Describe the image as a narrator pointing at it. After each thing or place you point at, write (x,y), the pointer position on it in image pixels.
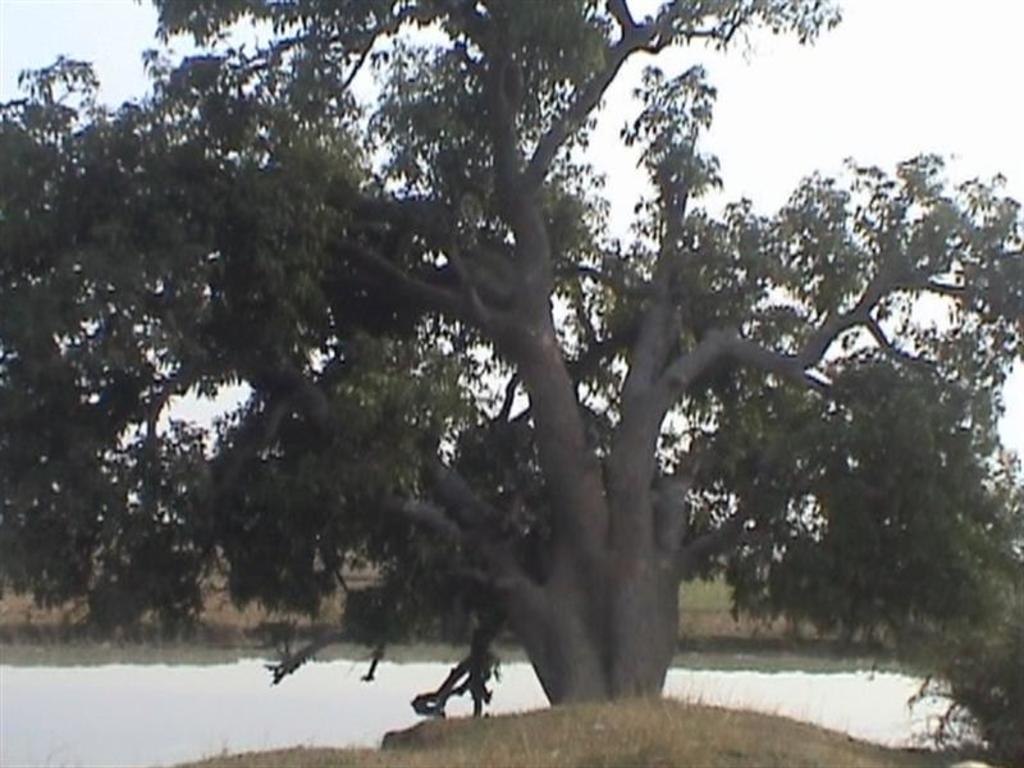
In this image we can see a tree (569,527) and at the background of the image (765,685) there is water (333,671), land (750,625) and clear sky (773,155).
